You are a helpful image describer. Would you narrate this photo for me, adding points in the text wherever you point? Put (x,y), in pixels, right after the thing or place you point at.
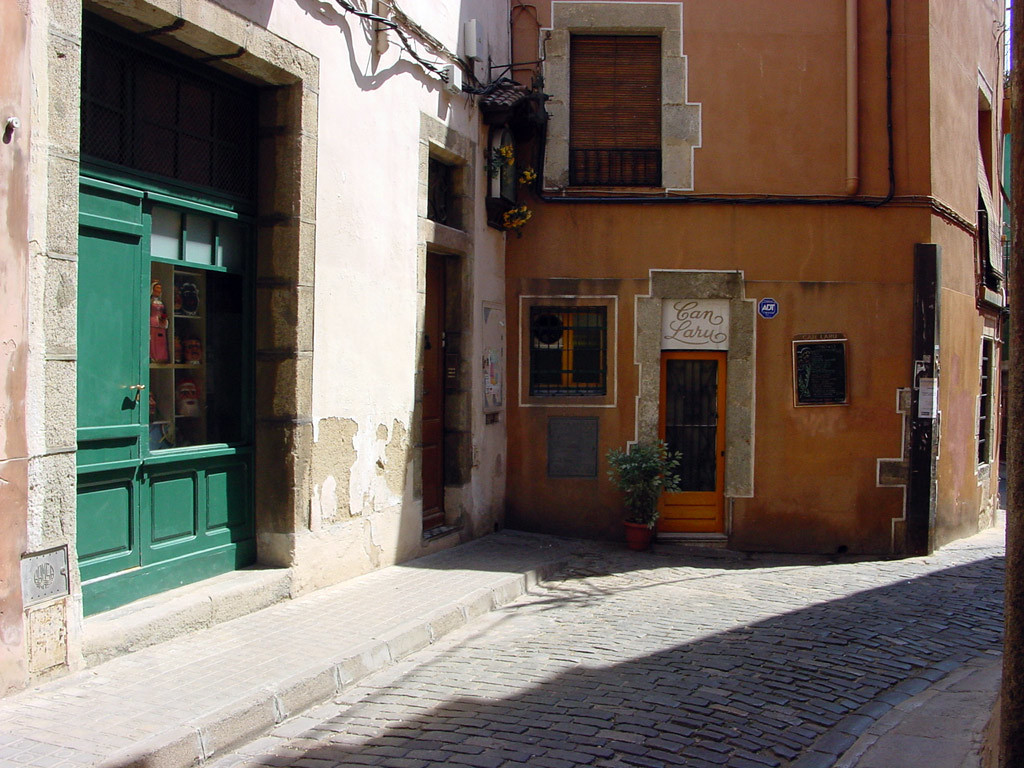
In this image we can see a group of buildings (747,296) with windows (588,99), doors (681,363), sign board (699,343) with some text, plants (641,479) and some dolls (195,409) placed in the racks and the pathway (707,597).
